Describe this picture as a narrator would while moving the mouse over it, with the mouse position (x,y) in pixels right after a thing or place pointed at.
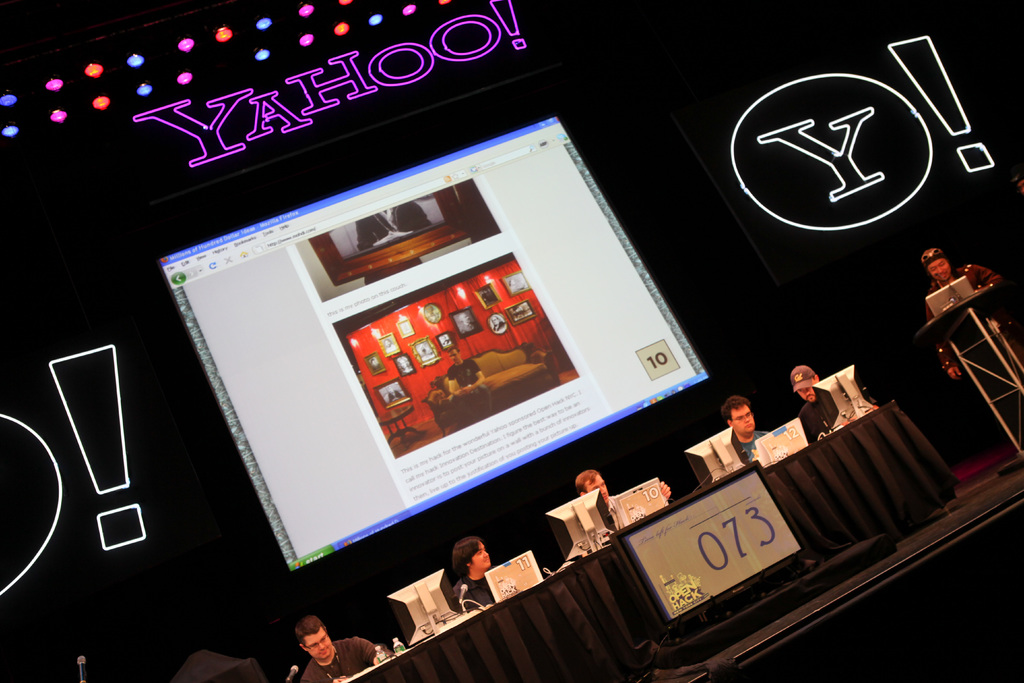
At the bottom of the image (793,618) there is a stage (835,607) and we can see people (348,669) sitting, before them there is a table (830,529) and we can see computers (598,544) and mics (465,589) placed on the table (646,631). On right (955,329) there is man (954,369) standing, before him there is a podium (930,330). In the center (359,401) there is a screen (339,376). At the top (408,5) there are lights (408,5).
